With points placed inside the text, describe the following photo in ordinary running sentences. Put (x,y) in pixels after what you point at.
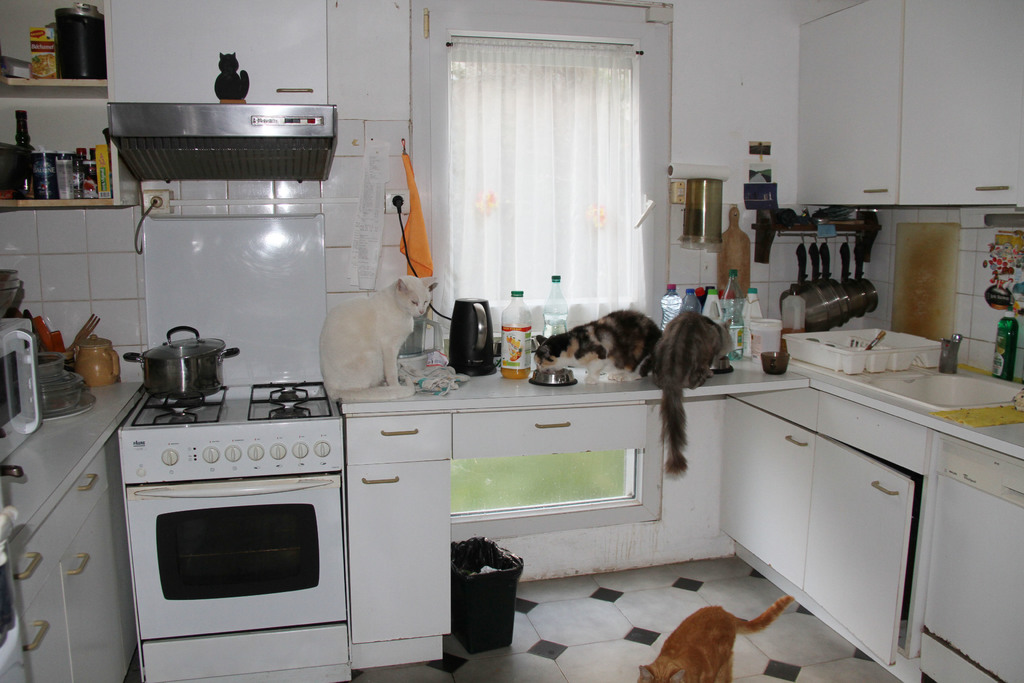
In this image we can see cats (392,357) are sitting on a table (563,392), gas stove (272,410), micro oven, pot (162,389) on a gas stove (301,461), bottles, electronic devices (1002,522), cloth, food items (45,56) on the racks (57,134), window (439,87), curtain (486,143), cupboards (859,26), chimney (272,162), plates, kettle (82,365) and other objects (946,481). At the bottom (641,618) we can see bin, cat (694,618) is standing on the floor (632,591) and cupboard doors (828,525).
